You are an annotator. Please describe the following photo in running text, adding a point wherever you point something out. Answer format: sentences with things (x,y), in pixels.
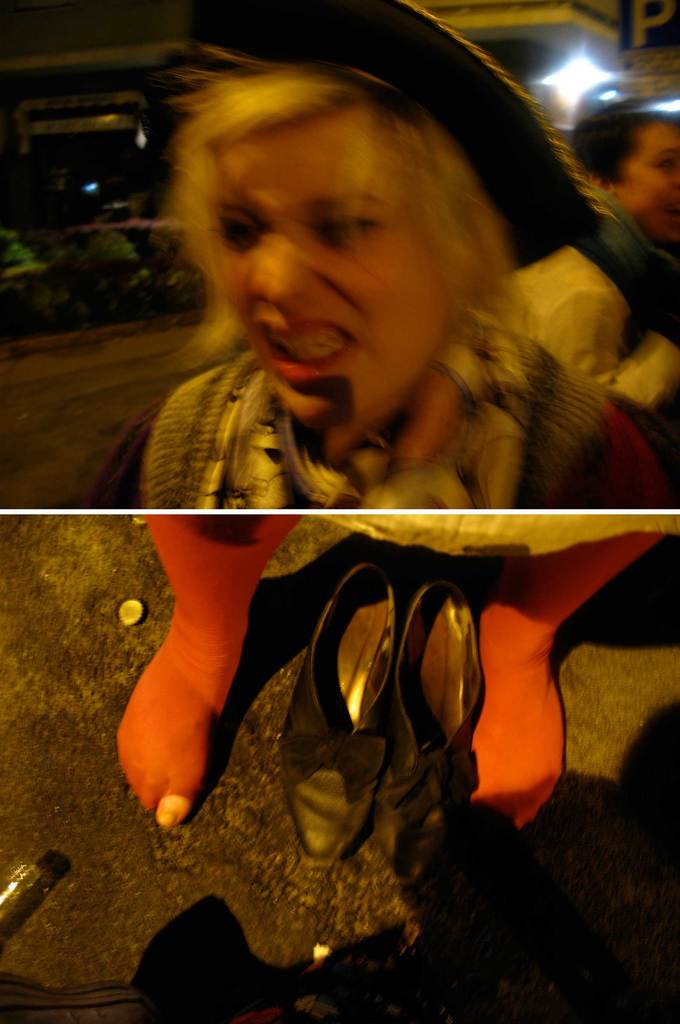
There is a blur face (349,302) of a person (354,327) and there is a pair of footwear (425,740) and legs (165,783) of a person (504,670) in the below image.
